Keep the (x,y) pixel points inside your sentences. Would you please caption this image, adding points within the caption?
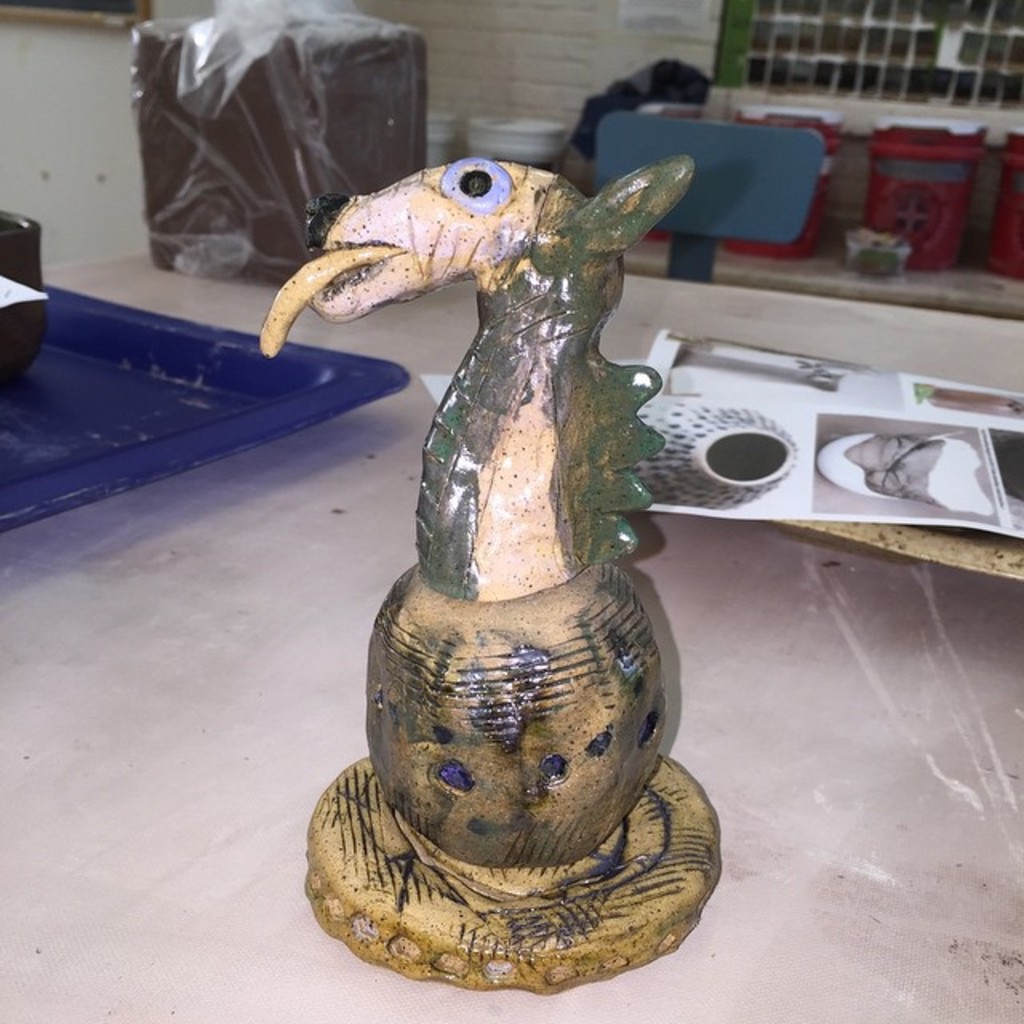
In this picture we can see a sculpture (547,882), tray (179,435), papers (912,471) and some objects (227,84) on the platform (189,289) and in the background (515,45) we can see the wall (518,45) and some objects (615,164).
